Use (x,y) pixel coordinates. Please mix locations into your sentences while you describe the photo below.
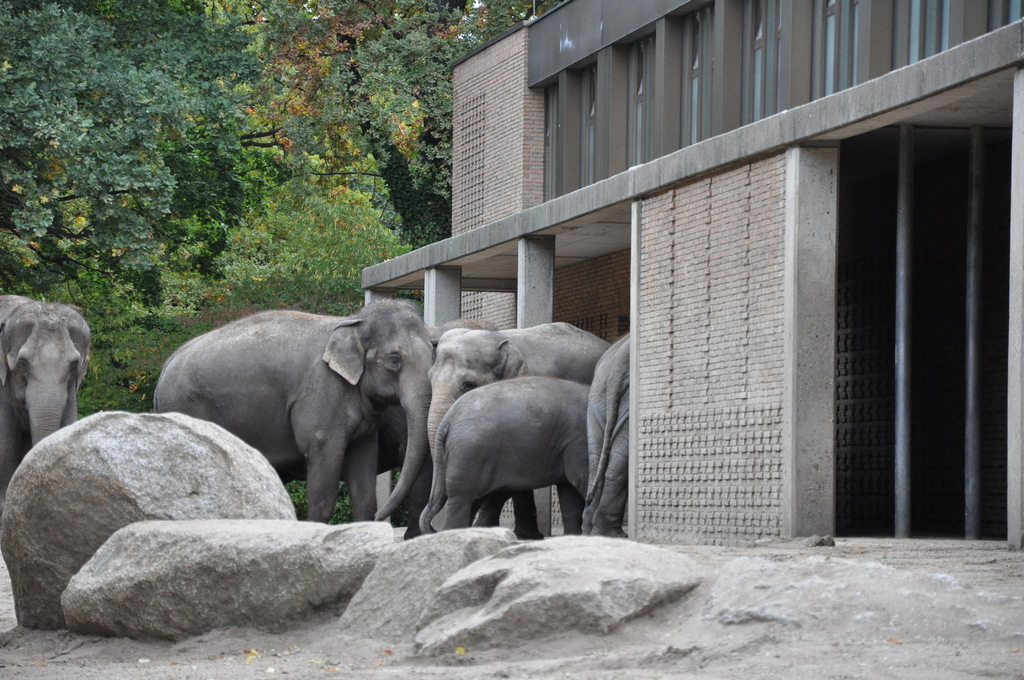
In this image there are many elephants (539,388). On the right (763,166) there is a building (662,180). In the ground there are stones (259,521). In the background (266,125) there are trees (238,156).
